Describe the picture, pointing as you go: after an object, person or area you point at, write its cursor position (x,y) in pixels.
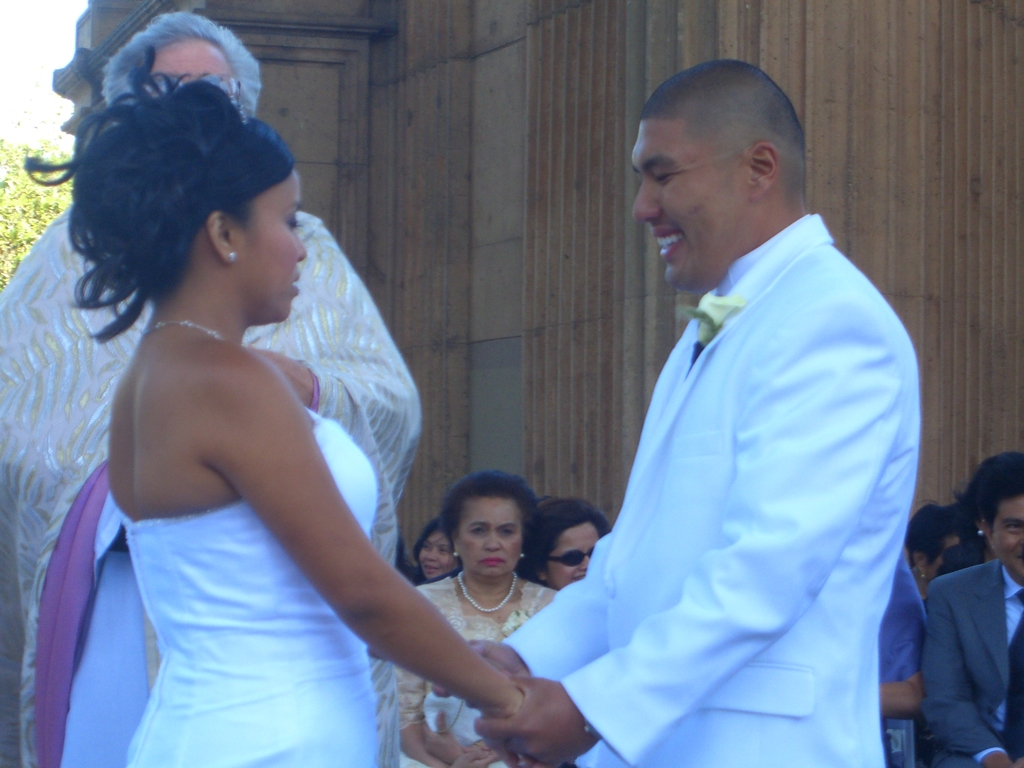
This picture describes about group of people (551,506), few are seated and few are standing, in the background (23,171) we can see a building (307,193) and few trees (53,156).
